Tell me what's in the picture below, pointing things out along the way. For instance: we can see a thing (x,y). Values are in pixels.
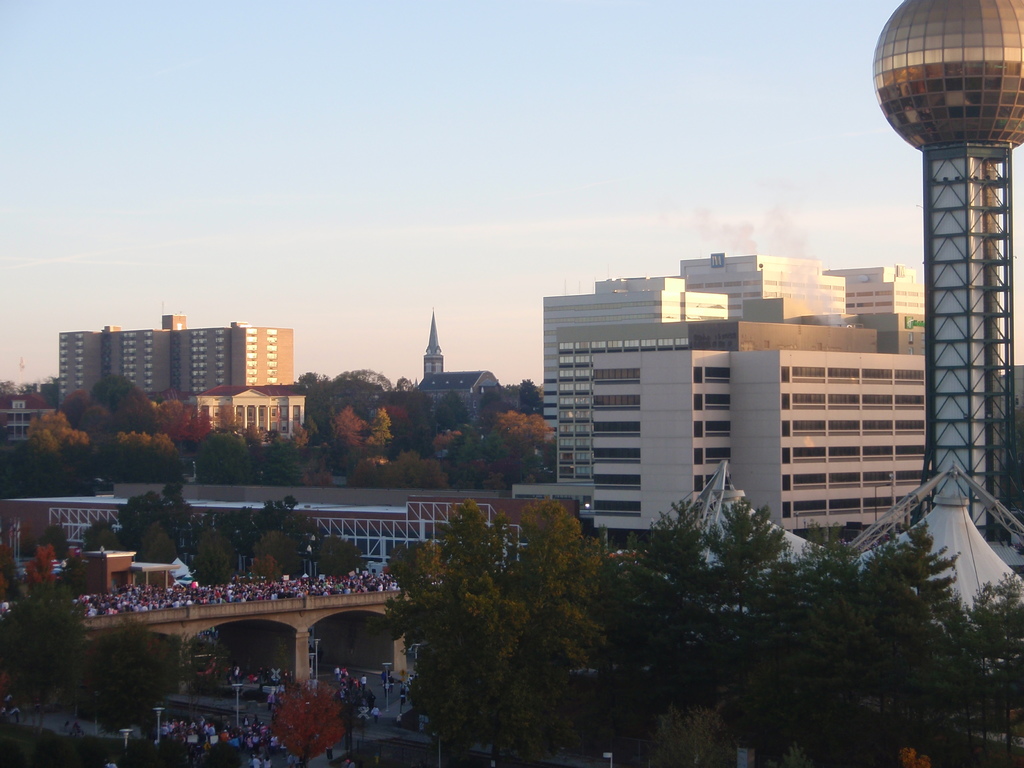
In the picture I can see buildings (441,381), trees (471,630), roads (332,669), people (260,733) and some other objects (253,618). In the background (442,129) I can see the sky (424,193) and a tower (431,361).
